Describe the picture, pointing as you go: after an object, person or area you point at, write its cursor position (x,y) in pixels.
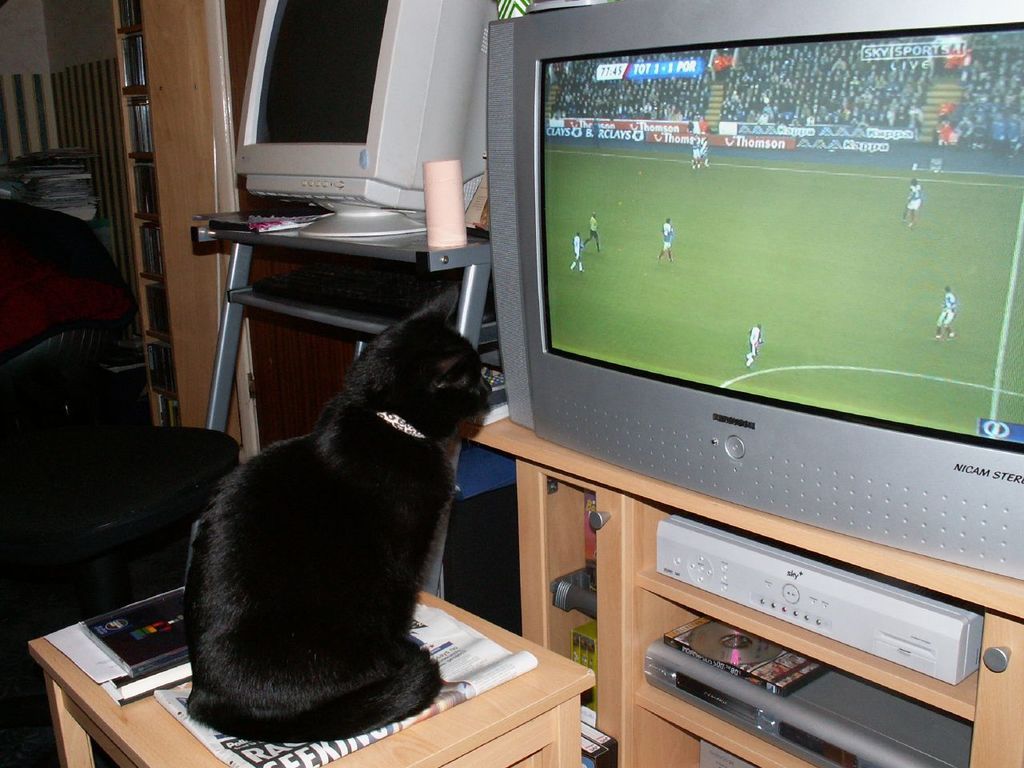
On the left (181,754) we can see table (132,732), chair (63,447), cat (191,636), books (161,681) and paper (287,759). On the right (947,553) we can see television (949,461), dvd player (719,697), discs (688,629) and other objects (721,586). In the middle of the picture (358,290) we can see desktop (337,171), table (269,238) and other objects (262,227). At the top left corner (160,103) we can see papers (79,161), wall (64,36) and other objects (156,131).
